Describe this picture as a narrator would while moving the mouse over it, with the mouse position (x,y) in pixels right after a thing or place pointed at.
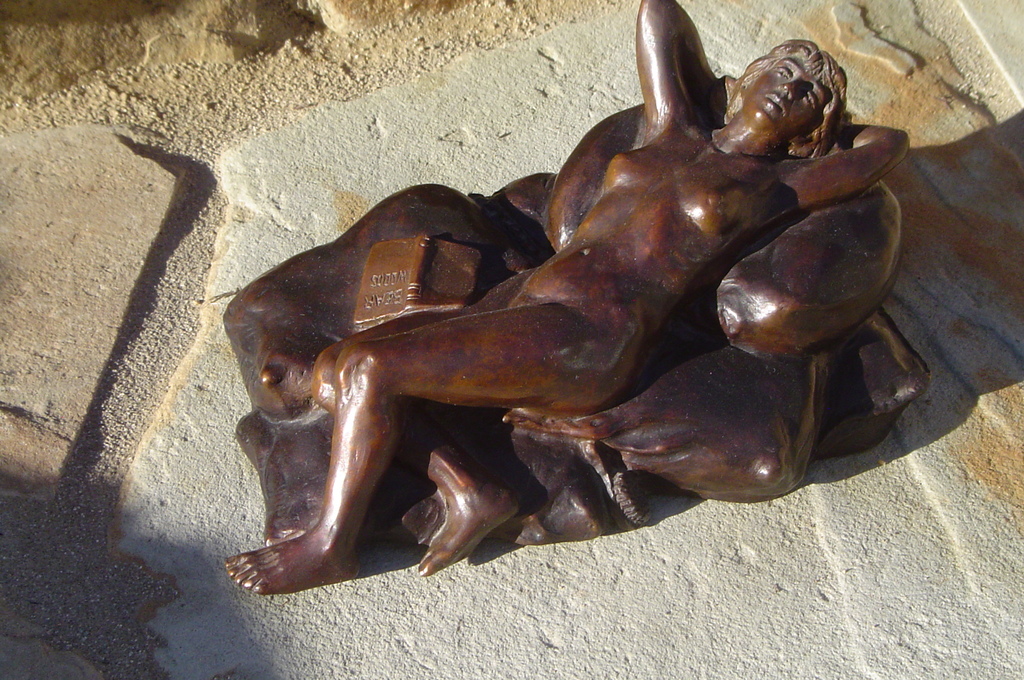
In this picture we can see a sculpture (593,410).
